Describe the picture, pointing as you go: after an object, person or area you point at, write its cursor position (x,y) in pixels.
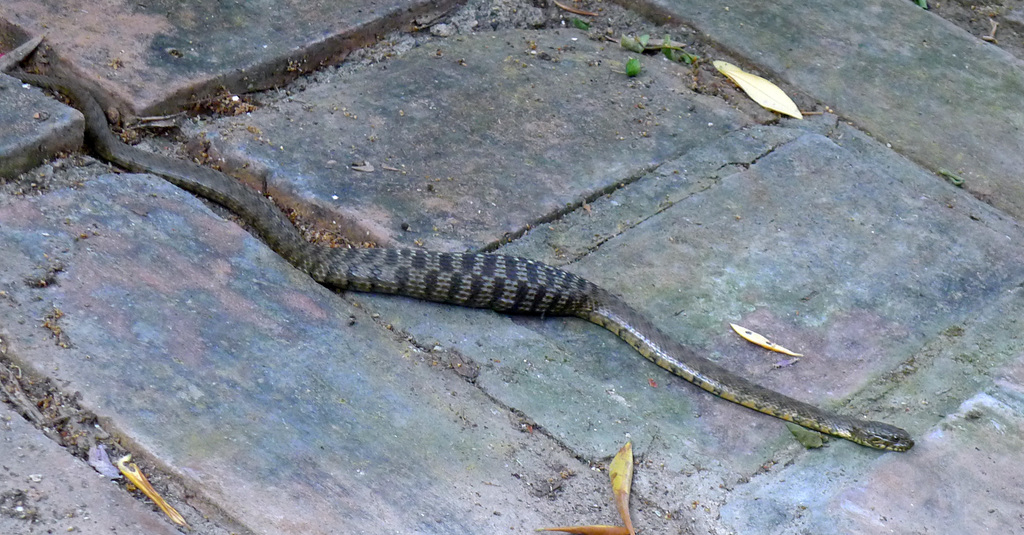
In the image we can see a snake (450,282), black and gray in color. There are dry leaves (626,513) and a footpath (175,500).
